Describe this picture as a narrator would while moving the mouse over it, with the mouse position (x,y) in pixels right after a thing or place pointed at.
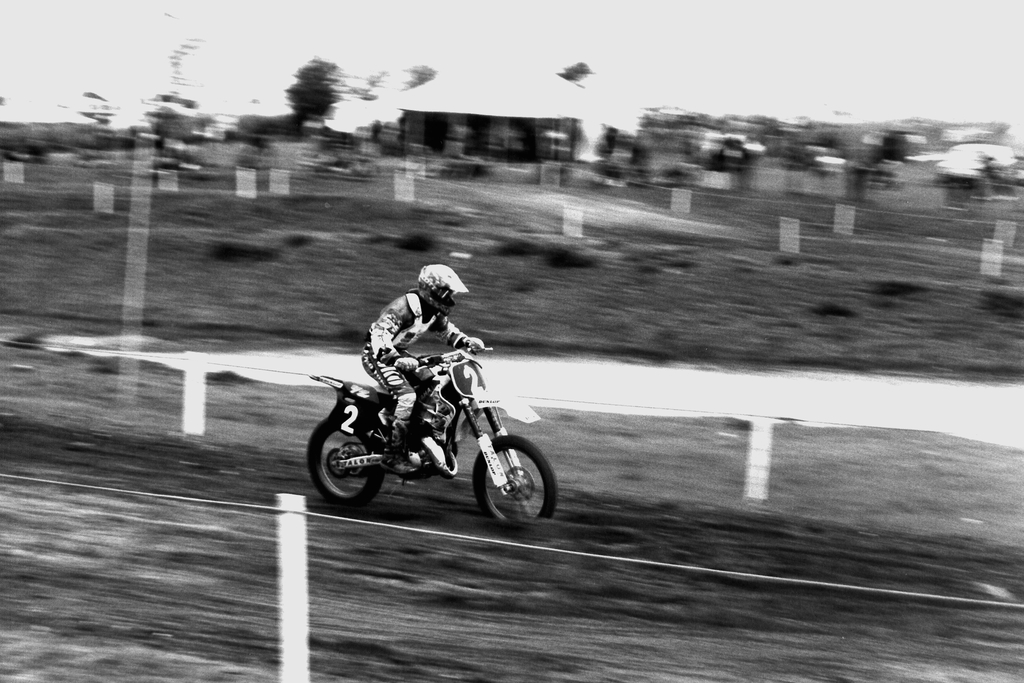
In this image we can see a person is riding a bike (443,474). In the background of the image (321,350) is in a blur.
